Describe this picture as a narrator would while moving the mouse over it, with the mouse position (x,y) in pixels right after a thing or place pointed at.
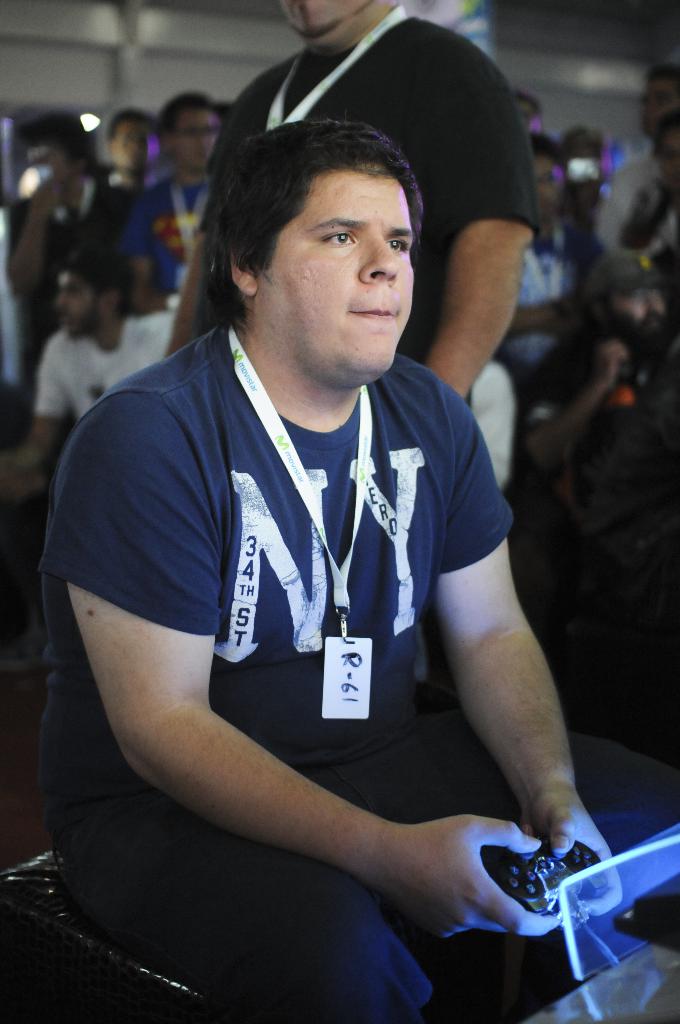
In this picture I can see a man (380,756) is sitting in the middle (336,620), he is wearing a t-shirt (372,622), trouser (318,877). In the background (334,33) I can see few persons (457,345), in the bottom right hand side (666,855) there is the light focus (581,881).
